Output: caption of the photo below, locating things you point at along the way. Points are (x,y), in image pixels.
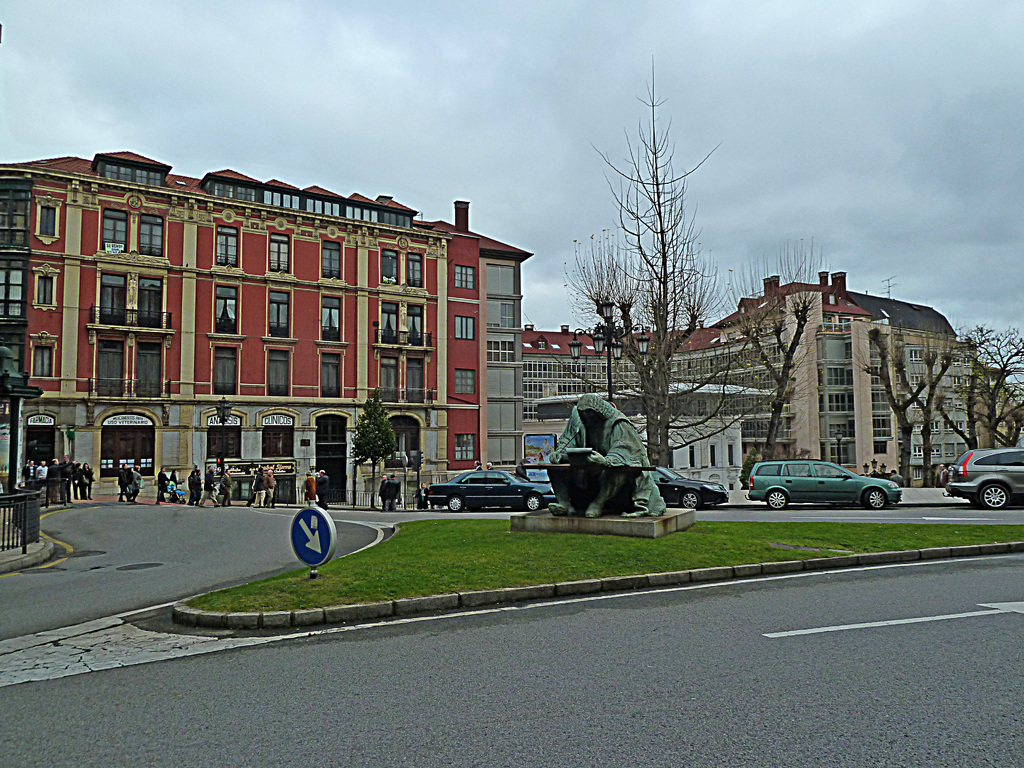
At the bottom (553,672) we can see road (553,672) and there is a statue (556,503) on a platform (519,529) and grass (559,569) on the ground (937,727). In the background (132,497) there are few people (60,467) are walking on the road (124,510) and few (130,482) are standing and there are vehicles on the road (338,739) and we can see buildings (433,304), bare trees (782,394), poles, windows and clouds (623,72) in the sky (688,324).
